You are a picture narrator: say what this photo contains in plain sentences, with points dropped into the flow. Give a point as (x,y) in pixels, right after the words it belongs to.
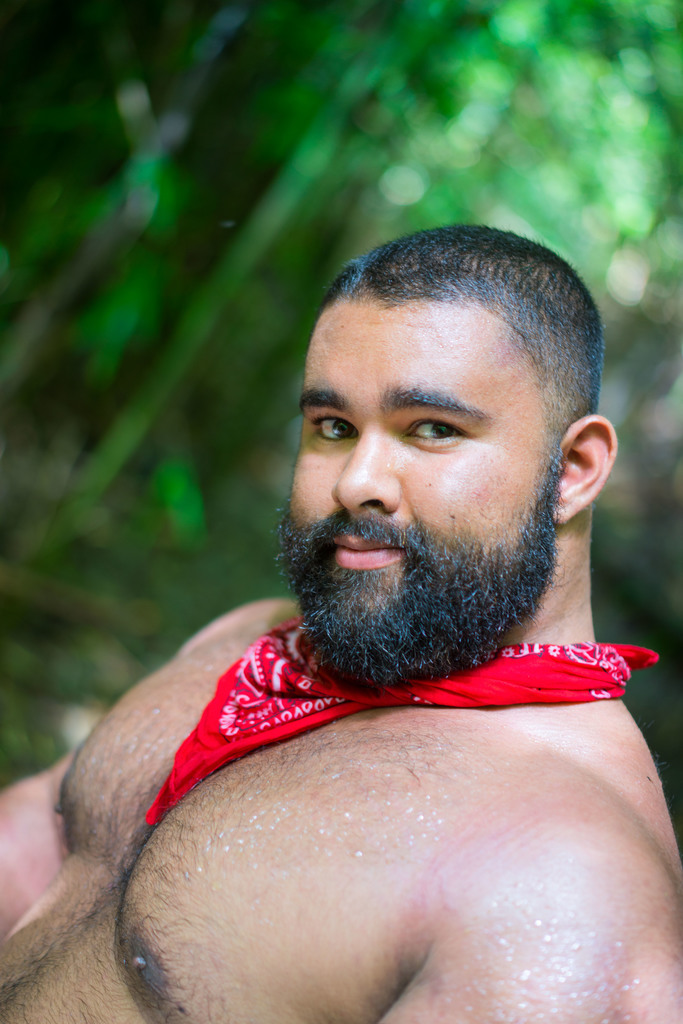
There is a man (351,879) wearing a scarf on the neck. In the background (208,237) it is green and blurred.
